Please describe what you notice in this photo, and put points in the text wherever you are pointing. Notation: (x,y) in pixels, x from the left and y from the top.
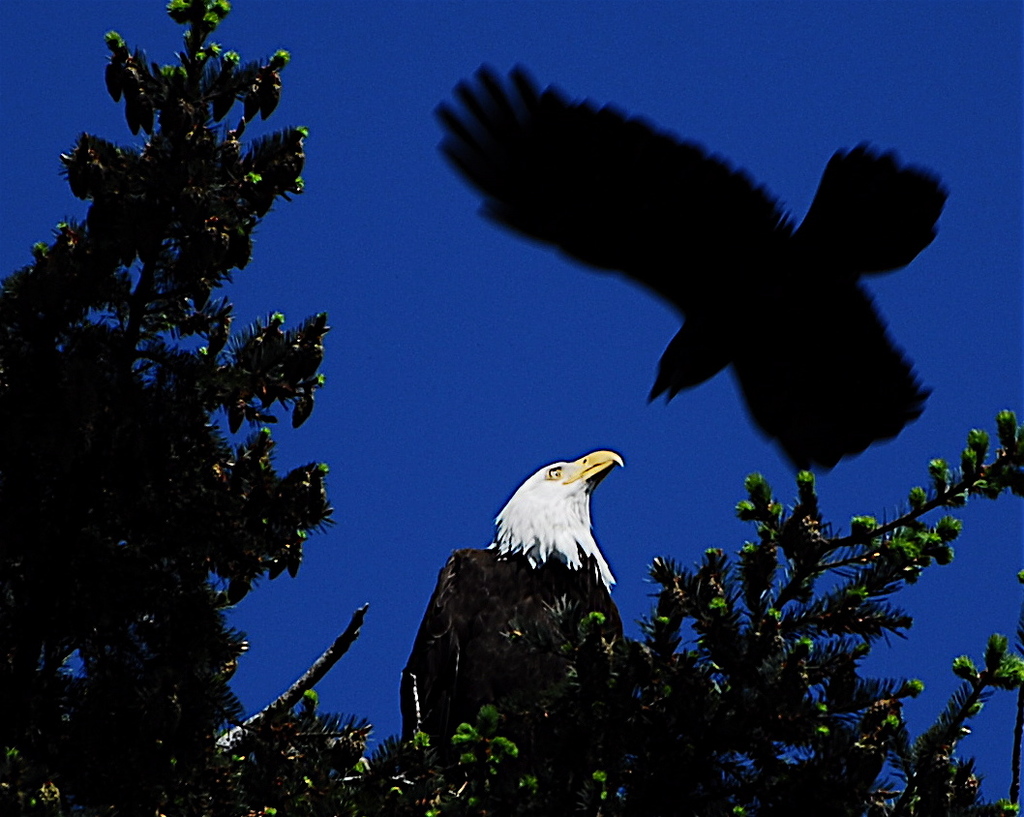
In this image we can see branch (703,708) of a tree (741,721) with leaves (861,735). And there is a bird (518,542). In the back (546,370) there is a blue background (397,85) with shadow (780,267) of a bird (759,268) flying.
